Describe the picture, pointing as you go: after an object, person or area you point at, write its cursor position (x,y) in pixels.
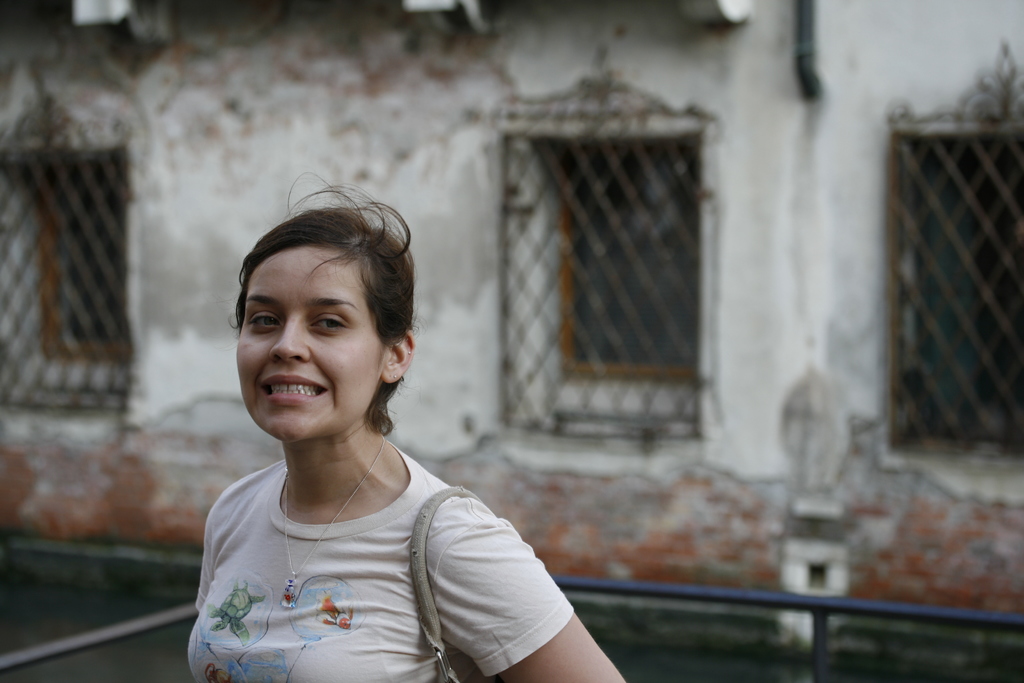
In this picture we can see a woman (257,517), behind her we can see few metal rods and a building (623,242).
